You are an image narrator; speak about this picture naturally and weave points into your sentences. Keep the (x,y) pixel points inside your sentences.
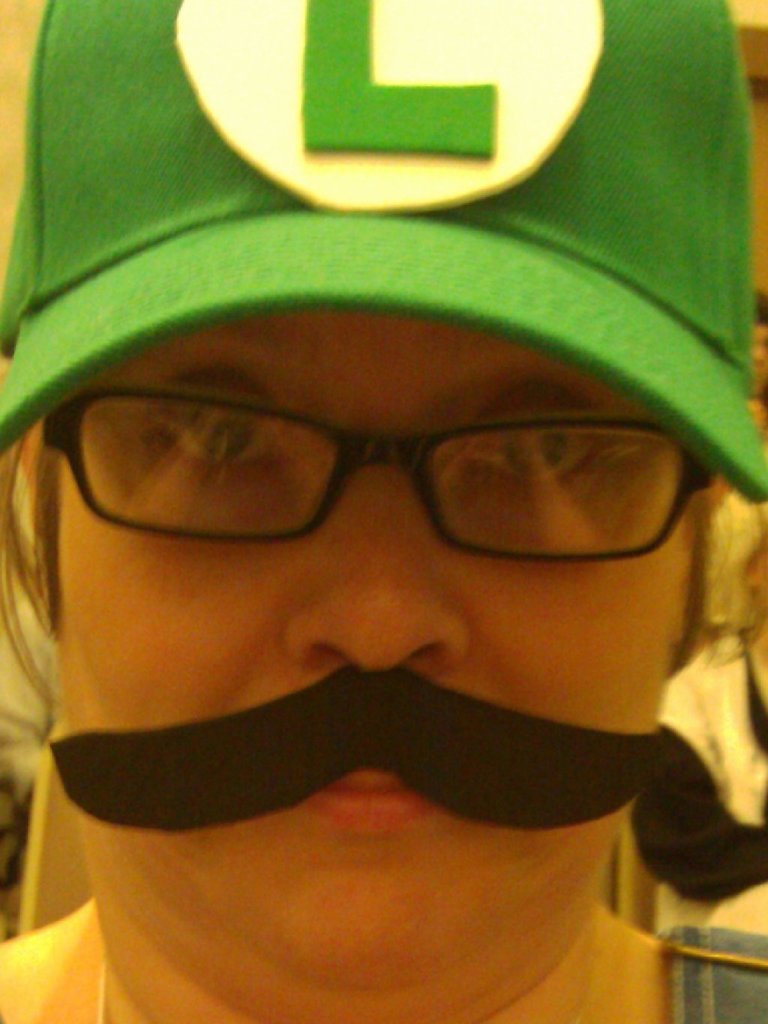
This person (711,416) wore spectacles (468,458) and green cap (258,217).
